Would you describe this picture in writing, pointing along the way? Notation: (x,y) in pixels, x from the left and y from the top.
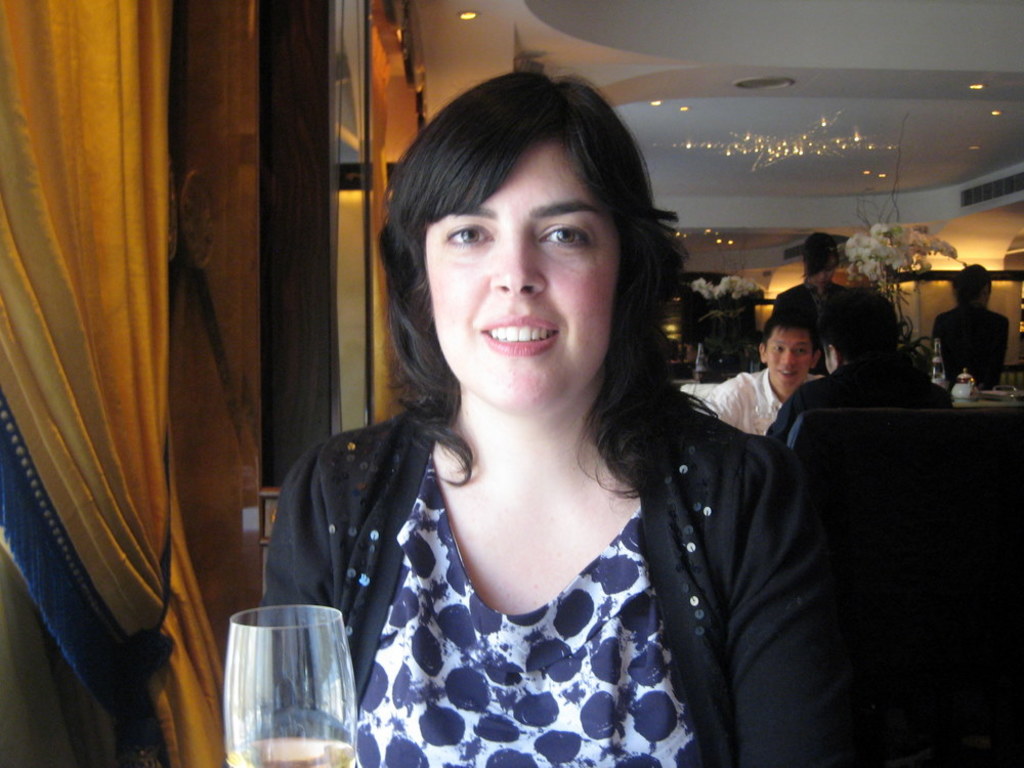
In the center of the image (507,481) we can see a lady (615,629) sitting. At the bottom (344,753) there is a glass (273,726). In the background (921,401) there are people (833,377) sitting and we can see decors (933,248). On the left (104,361) there is a curtain (74,425) and we can see lights (474,16). There is a table (979,404) and we can see things (973,388) placed on the table (992,401).
